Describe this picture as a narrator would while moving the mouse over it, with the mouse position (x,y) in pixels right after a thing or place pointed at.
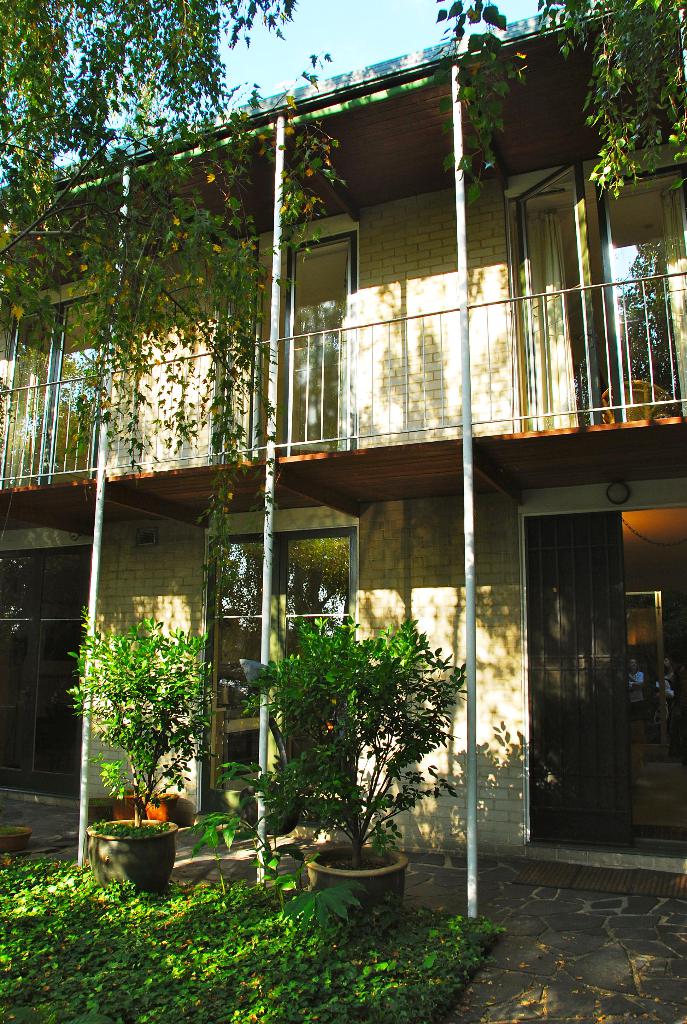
In this image we can see trees (161,160), building (526,563), house plants (144,767) and sky (268,62).
